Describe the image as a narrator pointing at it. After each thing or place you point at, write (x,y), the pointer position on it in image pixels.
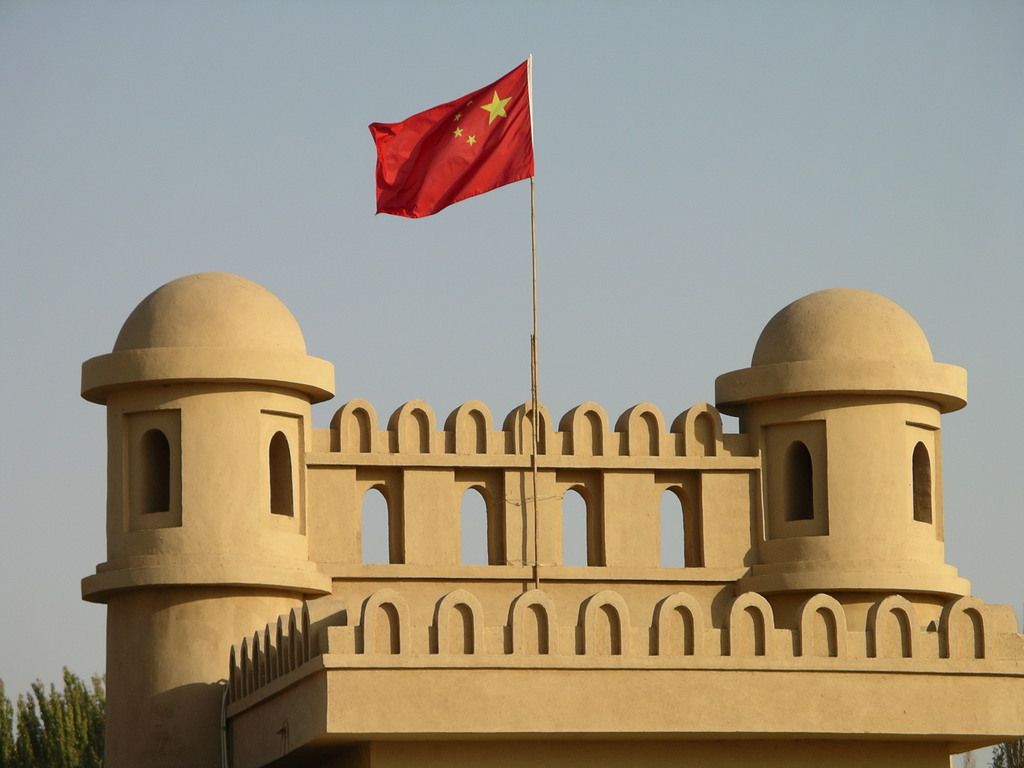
In this image I can see the building (623,657) and the trees (70,736). I can see the red and yellow color flag (404,195) to the building (508,491). In the background (40,230) I can see the sky (352,207).
